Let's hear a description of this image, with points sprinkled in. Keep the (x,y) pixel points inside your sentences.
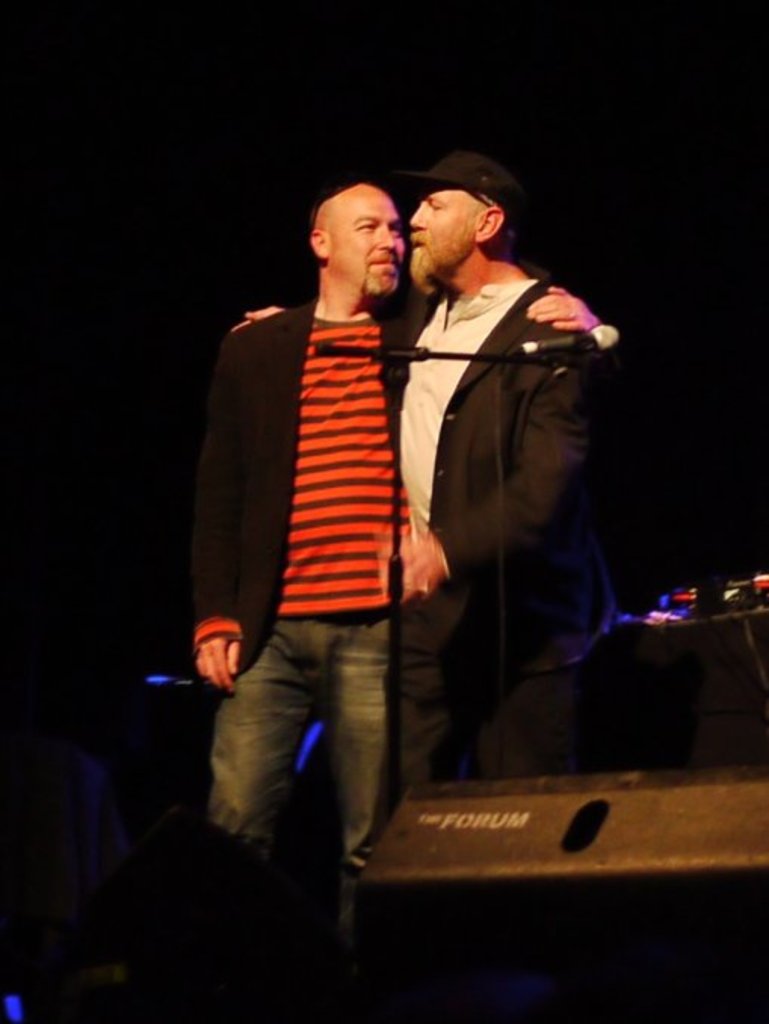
Here we can see two men (602,584) and this is a mike (613,344). And there is a dark background (741,417).
